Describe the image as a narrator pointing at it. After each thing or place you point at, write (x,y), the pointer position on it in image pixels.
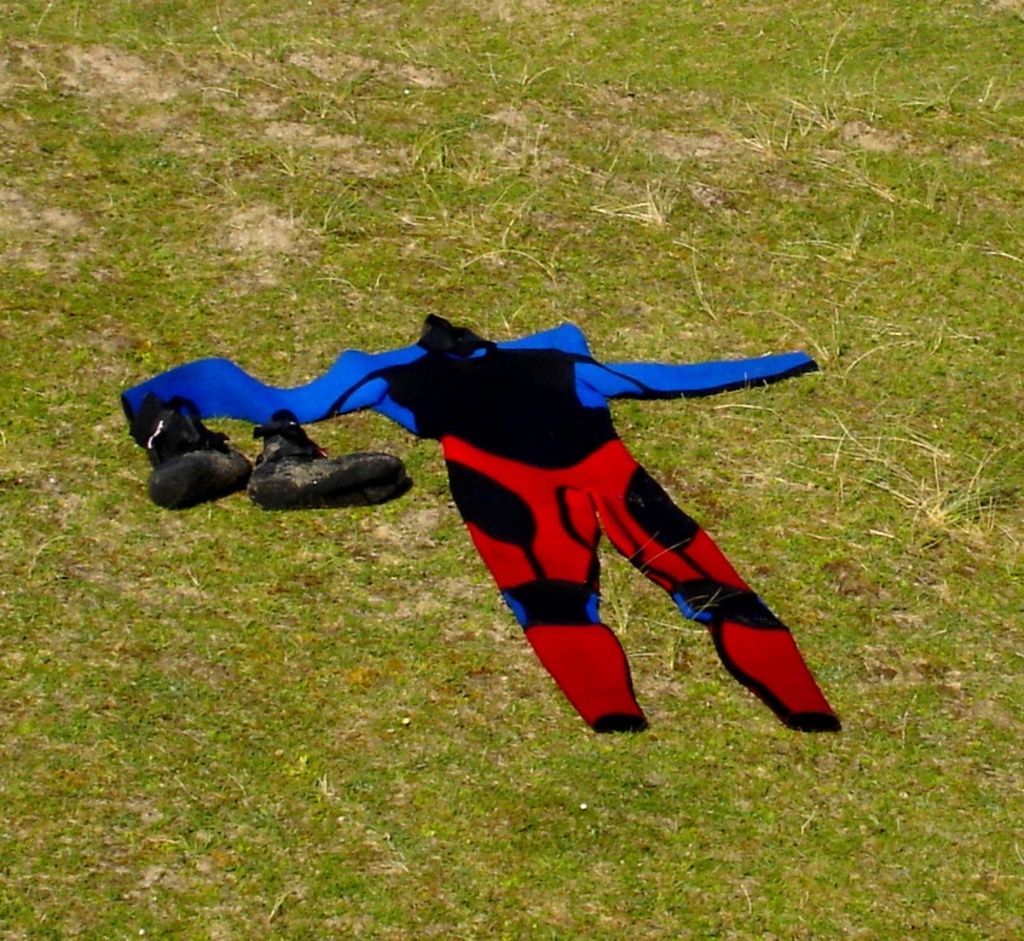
In this picture there is a dress (501,343) and there are black color shoes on the grass (380,436) and the dress (361,402) is in blue, black and in red color.
